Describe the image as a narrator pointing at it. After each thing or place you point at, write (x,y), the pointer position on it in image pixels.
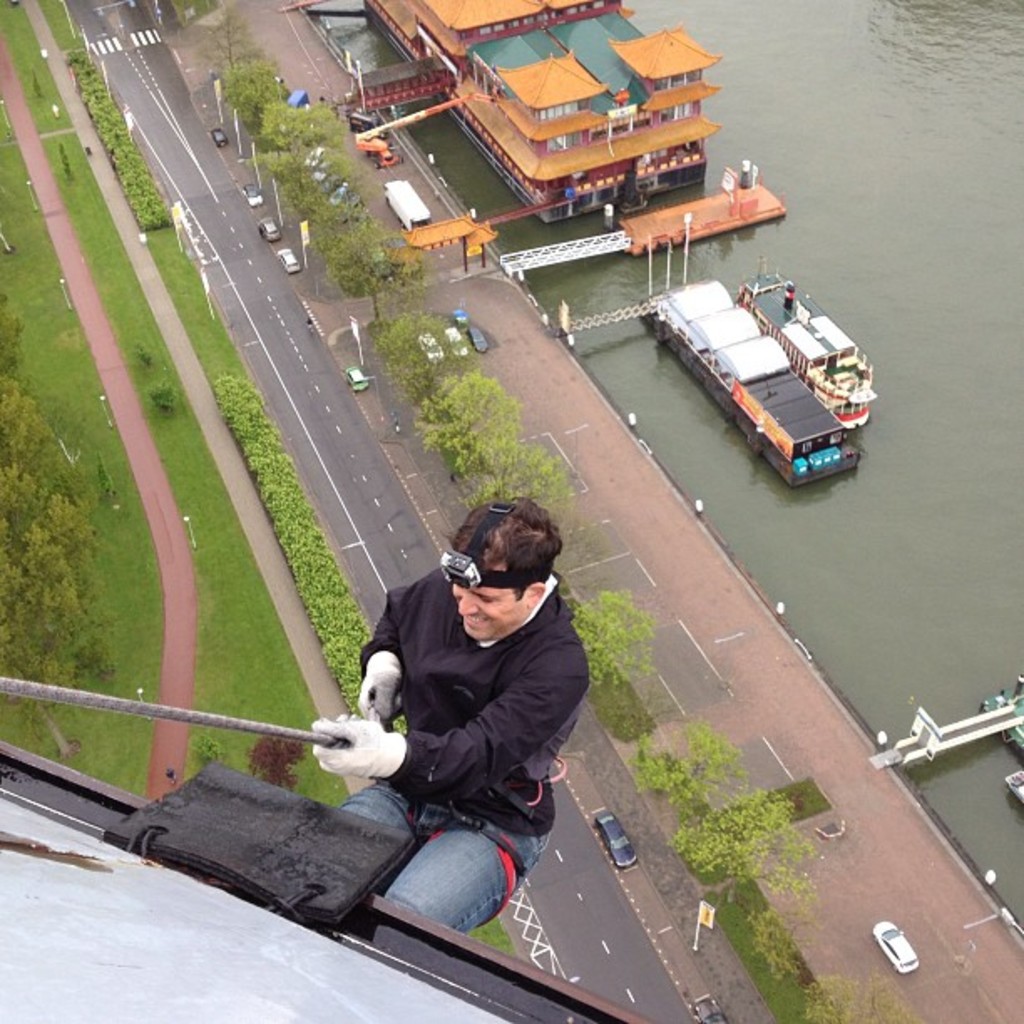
This image is taken outdoors. At the bottom of the image (374,754) a man (356,750) is climbing a building (130,902) with the help of a rope (68,693). On the right side of the image (834,569) there is a river (905,184) with water (879,601). There are a few boats (623,107) on the river (1009,855). In the middle of the image (377,451) there is a road (373,472). Many vehicles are moving on the road (301,327) and there a few poles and there are many trees (780,936) and plants (158,388). There is a ground (141,671) with grass (72,416) on it.
